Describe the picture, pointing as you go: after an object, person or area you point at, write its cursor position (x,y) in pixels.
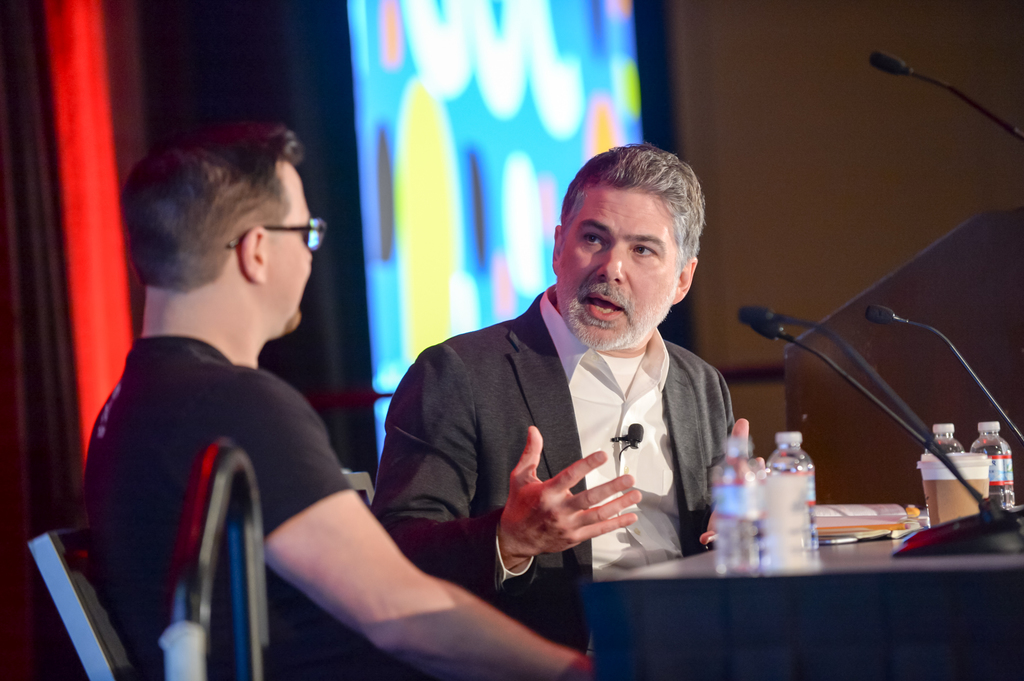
In this picture there is a man (727,412) who is wearing blazer (687,497) and shirt (665,468). On his shirt (619,466) there is a mic (629,435). On the left (286,319) there is another man (266,275) who is wearing spectacle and black t-shirt (260,425). He is sitting on the chair (52,589). On the right (801,455) I can see the water bottles (751,536), cups (936,488), files (906,513), papers (903,521) and mics (967,542). In the background (514,168) I can see the projector screen (467,192) which is placed near to the wall (787,104). In the top left (79,29) I can see the red light (74,190).
